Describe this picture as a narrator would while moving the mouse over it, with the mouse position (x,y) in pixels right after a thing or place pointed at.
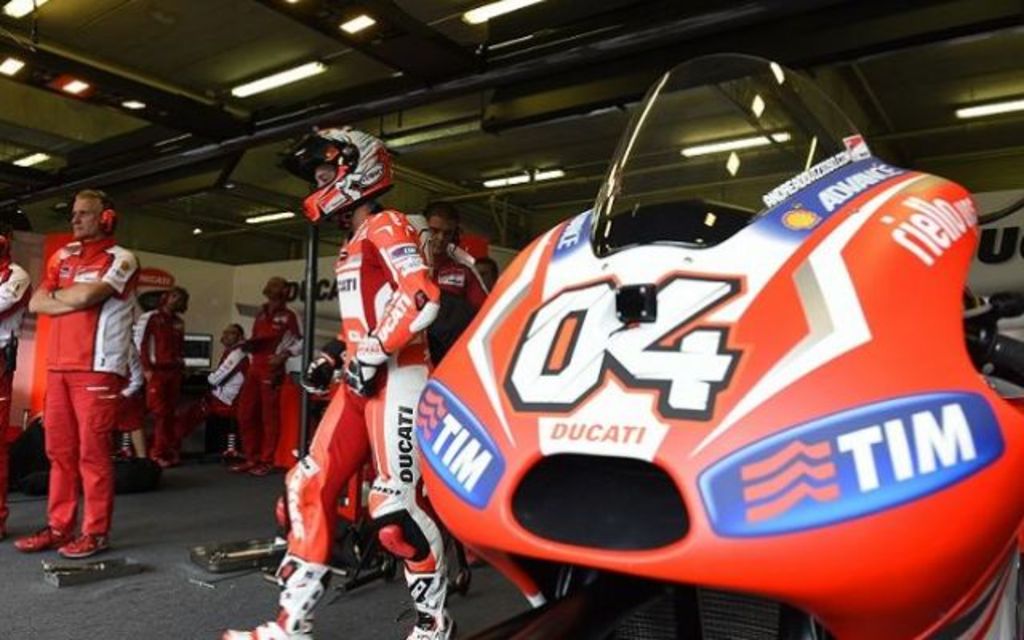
In the center of the image (394,260) there are persons (403,432) walking on the floor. On the right side (897,554) we can see a bike (853,536). On the left side (71,433) there are persons (75,541) standing on the floor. In the background (278,184) there is a wall (267,274), monitor (196,343), lights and ceiling (231,169).
